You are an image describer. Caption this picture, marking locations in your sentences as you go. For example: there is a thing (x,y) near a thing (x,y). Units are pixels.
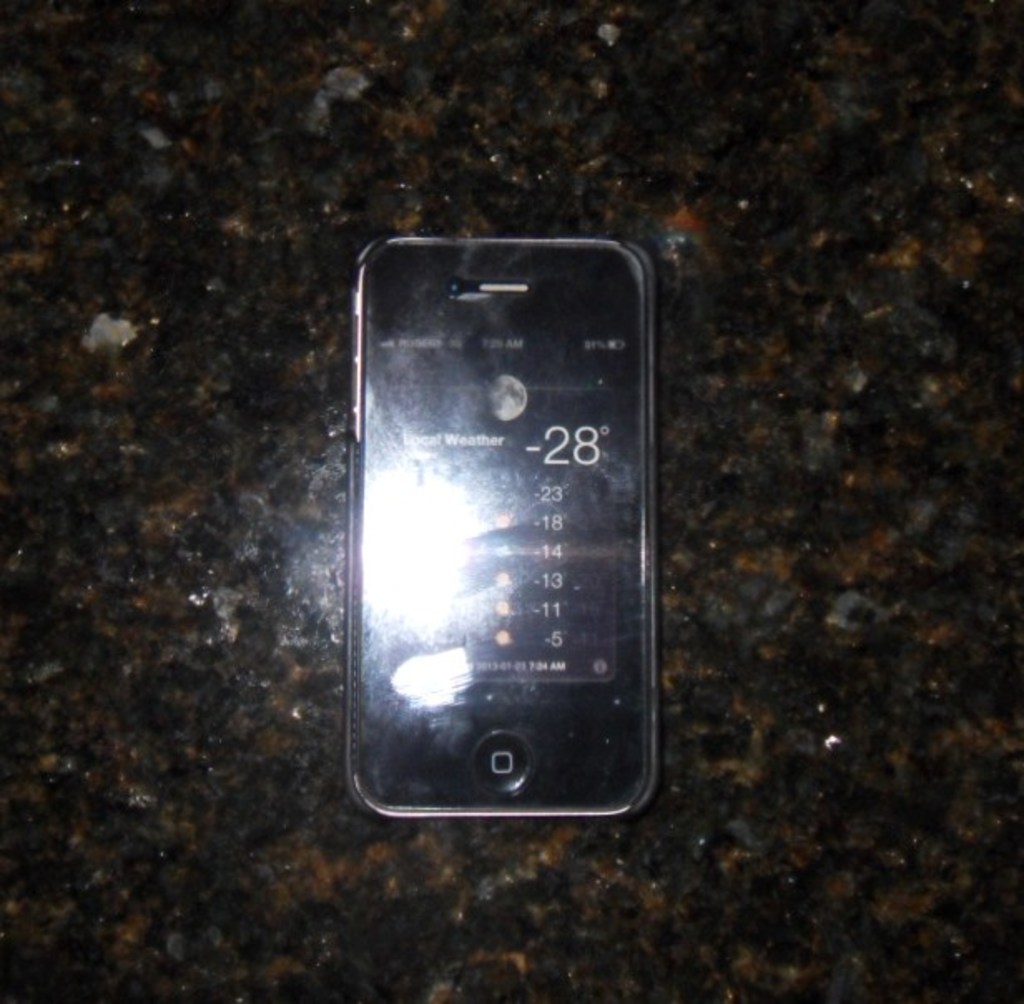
In this image I can see the mobile (493,432). It is on the black, brown and ash color surface (749,605).
